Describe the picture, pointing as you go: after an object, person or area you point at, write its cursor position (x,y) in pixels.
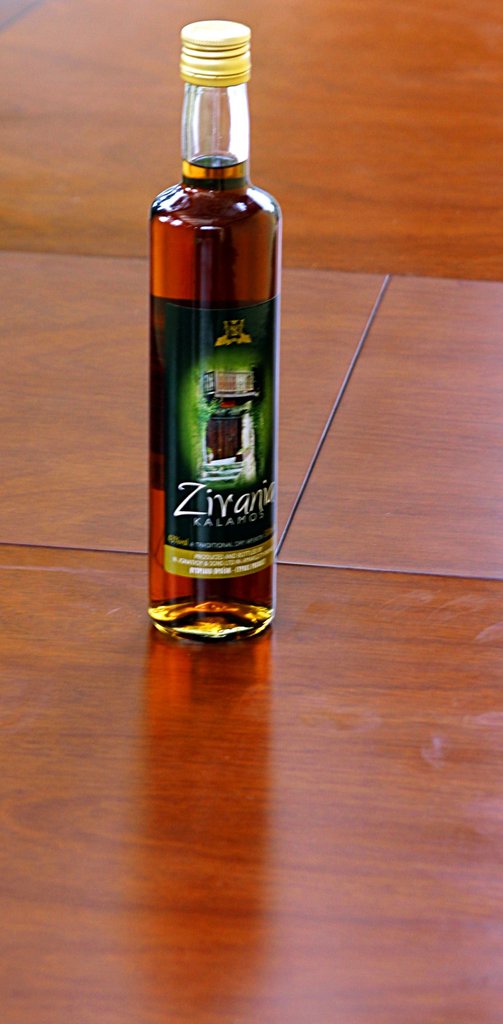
In this image there is a wine bottle (205,622) with a label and a lid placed in a table (348,185).
